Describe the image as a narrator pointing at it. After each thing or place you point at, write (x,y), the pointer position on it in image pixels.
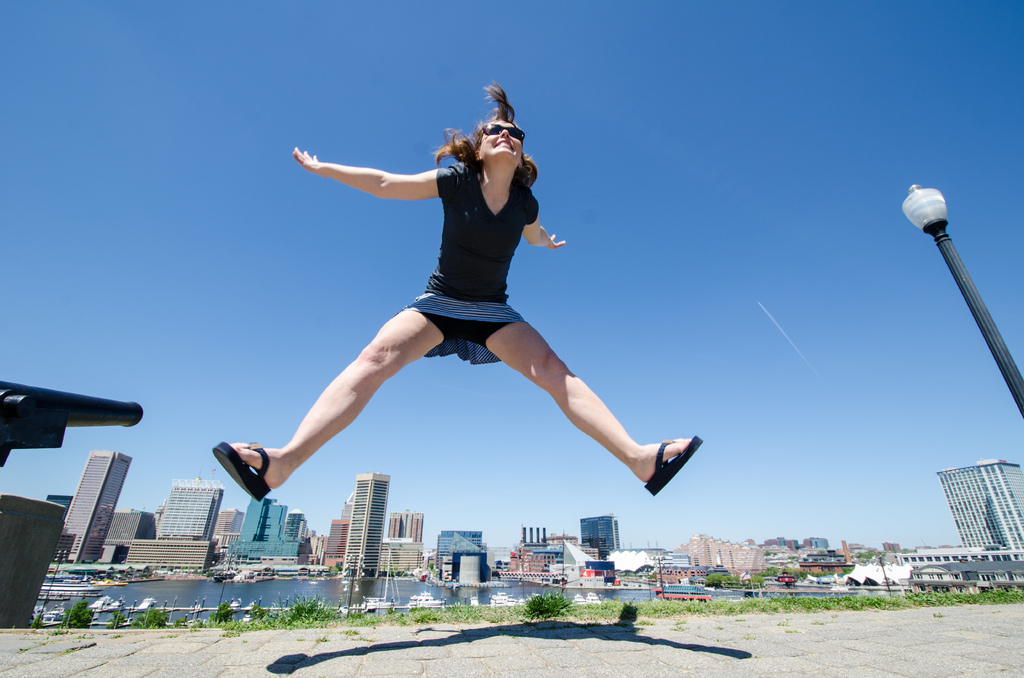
In this image in front there is a person (453,310) in the air (530,503). In the center of the image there are ships (382,597) in the water (268,593). In the background of the image (477,576) there are buildings (351,540), trees (736,578) and sky (845,426). On the right side of the image (1019,392) there is a light (997,341).
